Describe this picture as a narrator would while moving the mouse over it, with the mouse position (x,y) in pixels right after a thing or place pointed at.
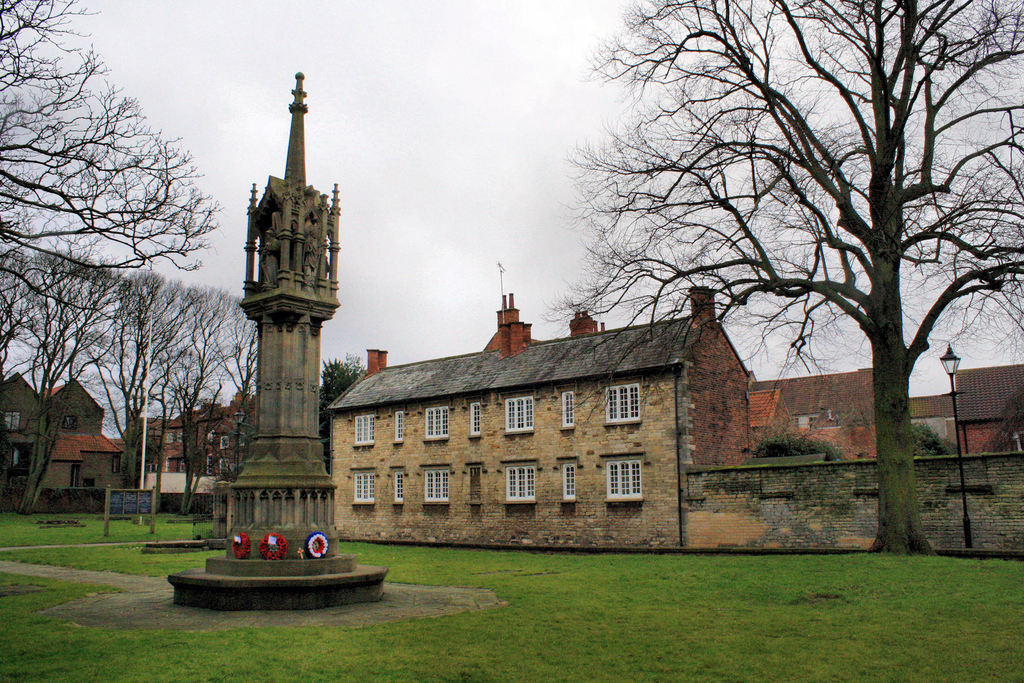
This image is taken outdoors. At the bottom of the image (151,642) there is a ground (100,565) with grass (783,588) on it. At the top of the image (365,95) there is a sky (184,260) with clouds (235,97). On the left (205,345) and right sides of the image there are a few trees (217,328) and street lights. In the background (488,461) there are a few houses (59,441) with walls (544,457), windows (626,475), roofs (583,364) and doors (76,475). In the middle of the image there is a tower (271,367) with sculptures (315,258) on it.
